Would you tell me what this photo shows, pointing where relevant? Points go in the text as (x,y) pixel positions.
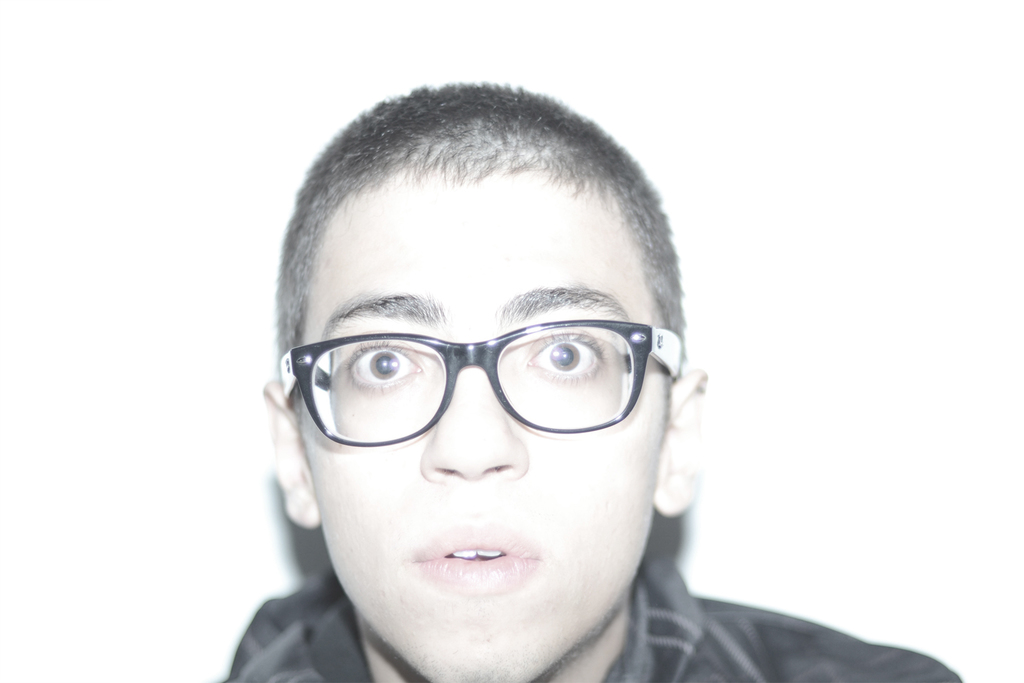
In the image there is a boy (432,357) with specs (450,379) and black shirt (733,620) standing in front of white wall (159,300).
